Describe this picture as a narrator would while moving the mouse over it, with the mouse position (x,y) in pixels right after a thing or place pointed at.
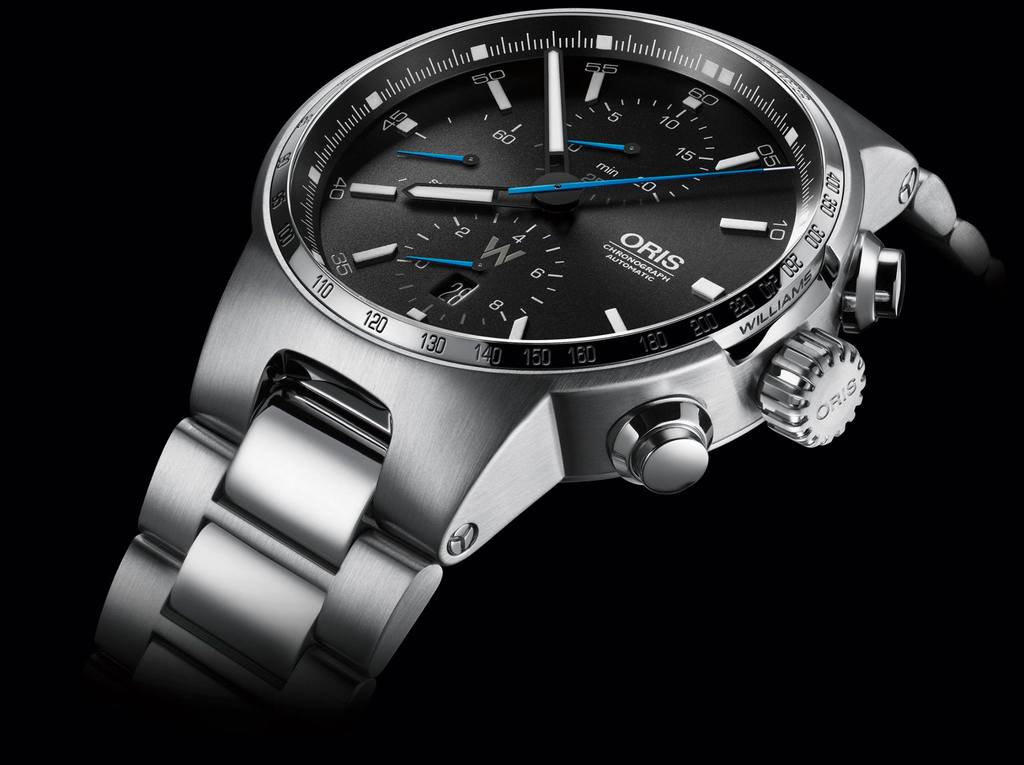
In this image I can see the watch (475,443) which is in silver color. And I can see the dial (590,256) is in black color. And there is a black background (705,514).
